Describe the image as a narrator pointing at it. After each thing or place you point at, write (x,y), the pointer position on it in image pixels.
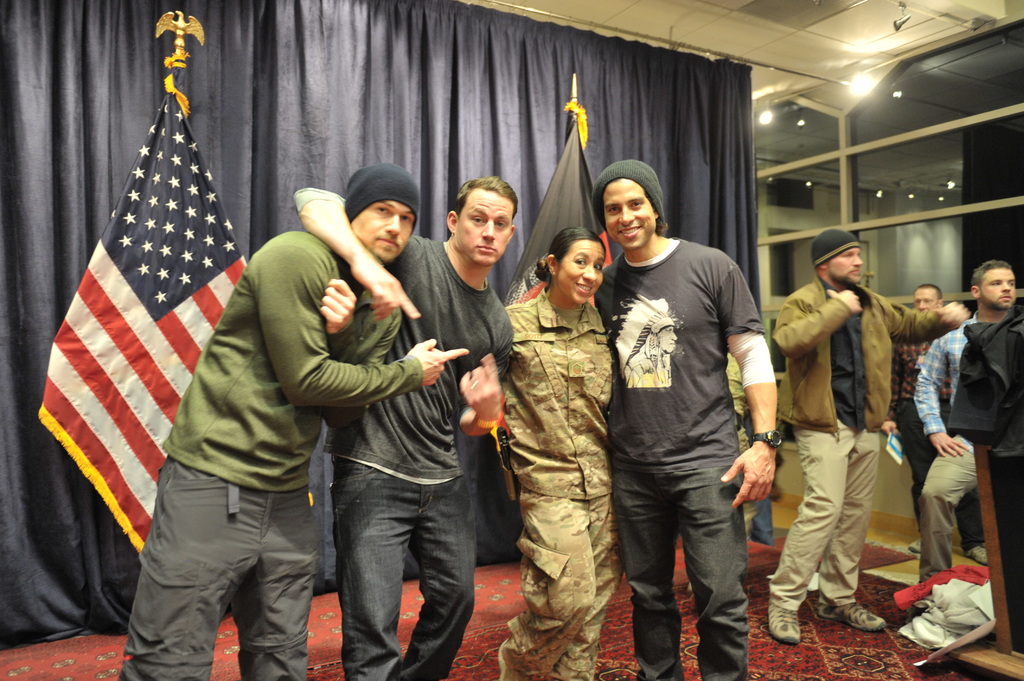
In the image we can see there are people (827,524) standing and behind them there is blue colour curtain (451,179). There is a flag (176,361) behind them.
